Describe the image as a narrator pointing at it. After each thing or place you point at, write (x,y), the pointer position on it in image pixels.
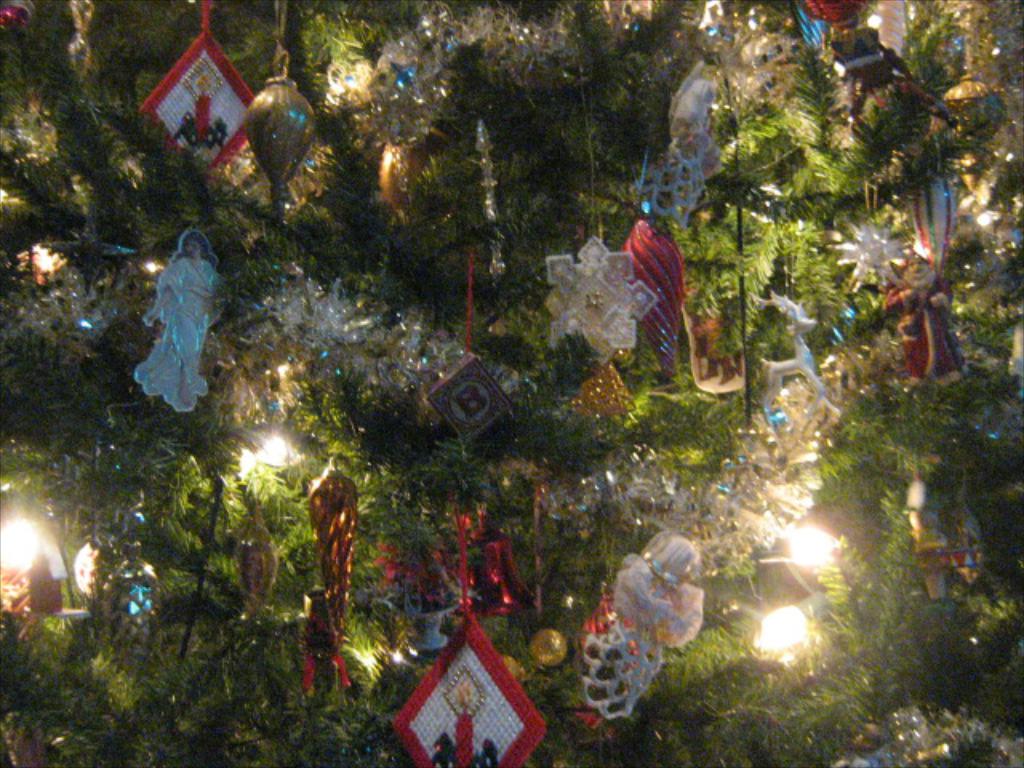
In the image there is a christmas tree (402,362) with decorative items (658,619), lights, toys (622,671) and balls (545,661) hanging to the tree (493,470).
